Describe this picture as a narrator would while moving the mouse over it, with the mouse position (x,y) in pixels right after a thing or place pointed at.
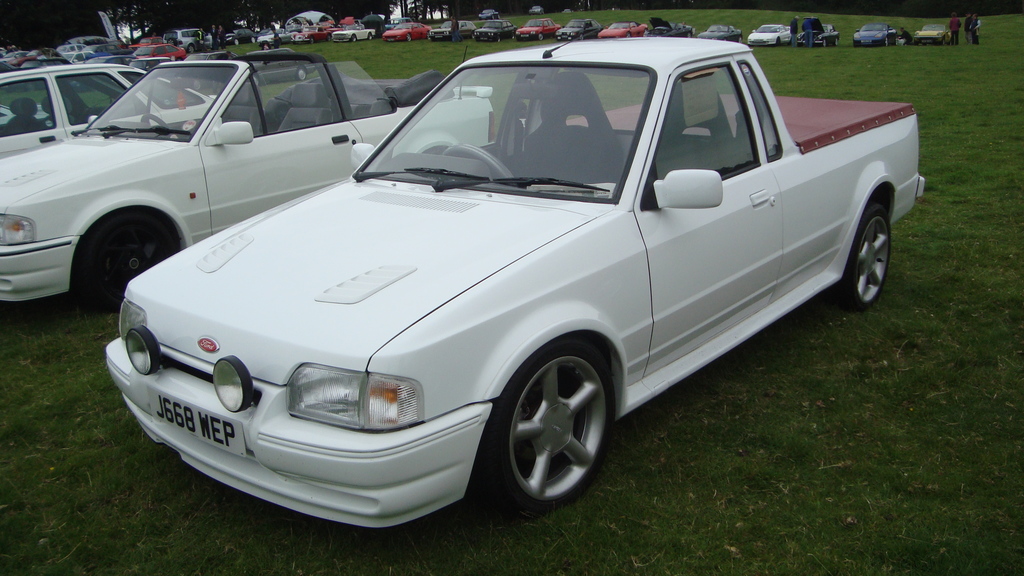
In the image I can see some cars (536,355) which are parked on the ground (359,60) and also I can see some people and some trees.
